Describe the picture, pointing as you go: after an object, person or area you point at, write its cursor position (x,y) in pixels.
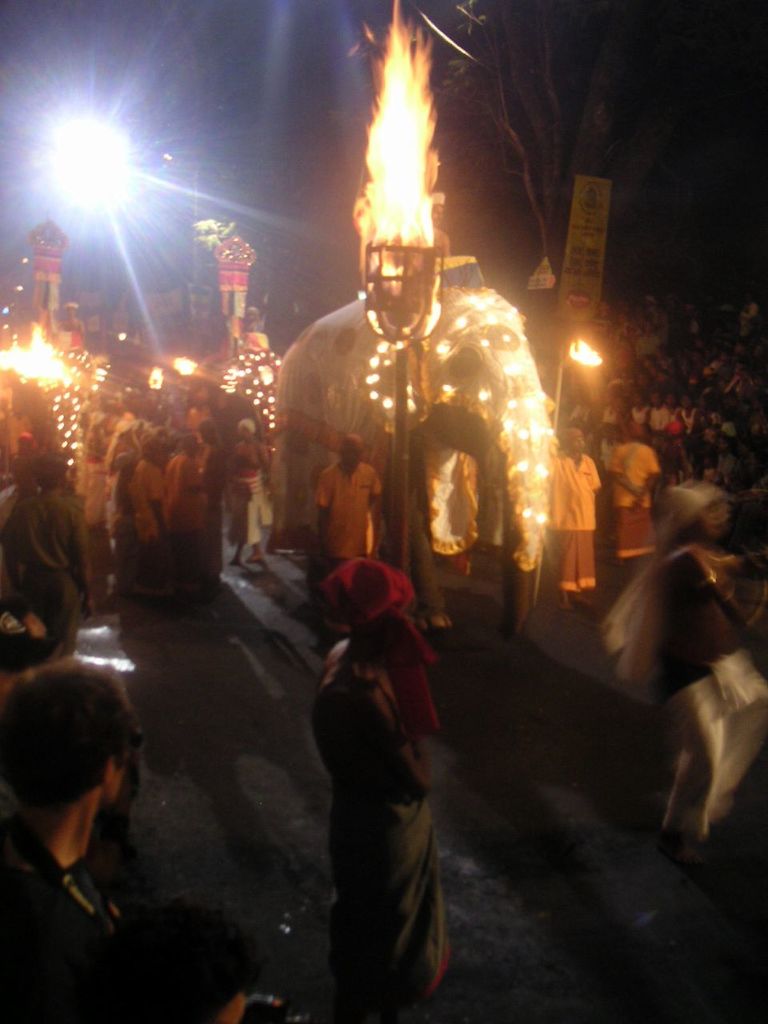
In the picture there is a road (634,839), there are many people (592,553) present, there are elephants (359,417) decorated with the lights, some people (371,478) are catching fire pots (411,325), there is a light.
